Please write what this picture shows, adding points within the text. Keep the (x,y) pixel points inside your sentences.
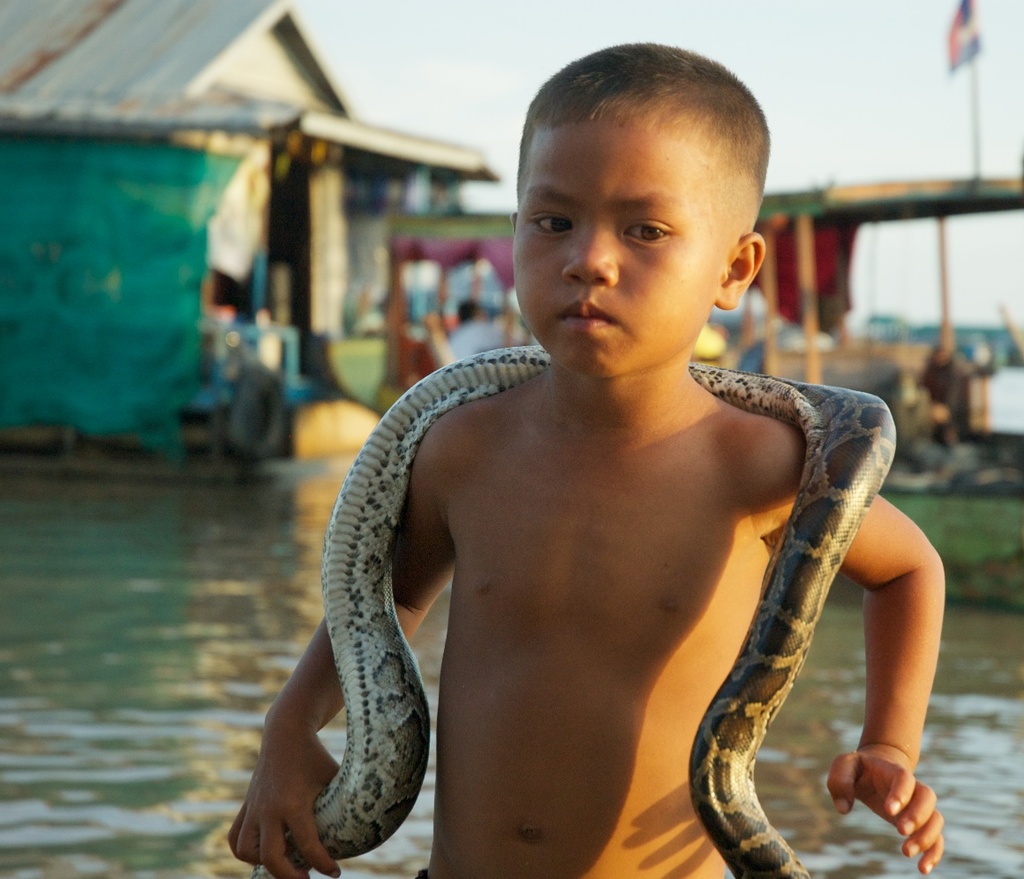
In this image I can see the child (525,609) holding a snake (366,769). In the background (338,140) there is a hut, sky (483,59), flag (952,45) and I can see a river (189,591) under the hut (118,447).
